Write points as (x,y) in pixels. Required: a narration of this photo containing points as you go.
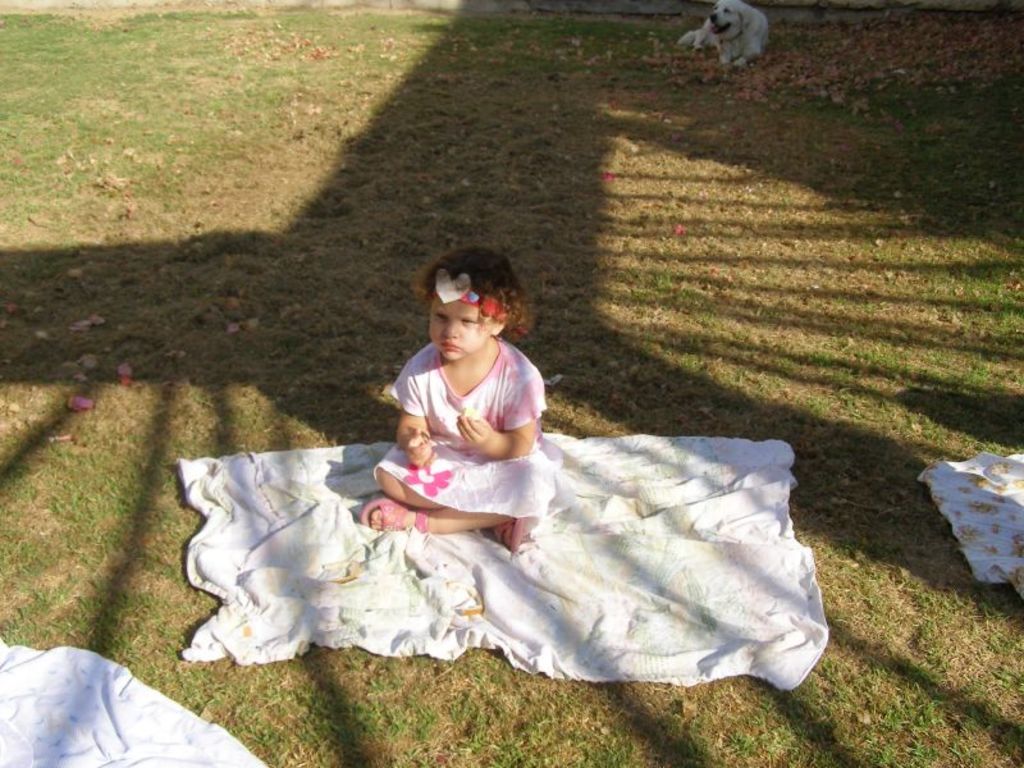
In this image there is a child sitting on the cloth (566,580), which is on the surface (878,687) of the grass (181,638) and there are a few other clothes (7,716), in the background (736,6) there is a dog (716,7).
